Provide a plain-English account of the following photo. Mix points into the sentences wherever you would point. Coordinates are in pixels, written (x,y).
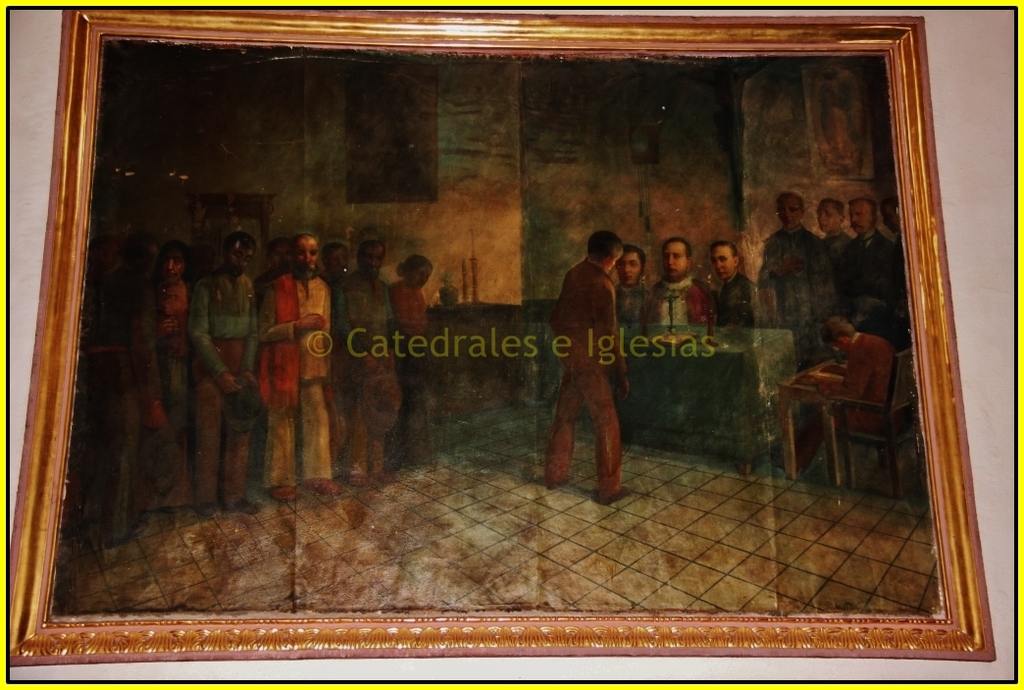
In this image, we can see a photo frame (731,37) contains depiction of persons (875,296) and some text (684,349).
